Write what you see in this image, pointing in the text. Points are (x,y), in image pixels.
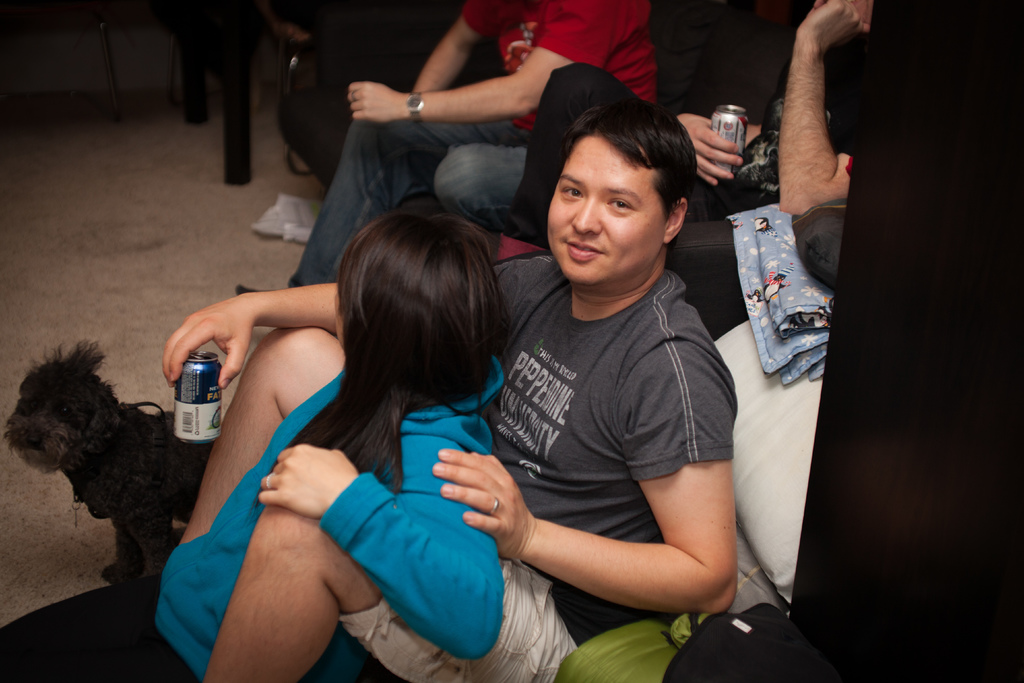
Here we can see a man (439,673) and woman (504,593) sitting on a platform (598,657) and the man (294,288) is holding a tin (195,407) in his hand (212,328) and beside them there is a dog (84,480) on the floor (62,548). In the background (483,131) there are two persons (485,28) sitting on the sofa (383,15) and a person (703,124) is holding a tin (737,130) in his hand (695,114) and we can also see cloth (769,291), bag (719,654) and some other objects (184,77).
